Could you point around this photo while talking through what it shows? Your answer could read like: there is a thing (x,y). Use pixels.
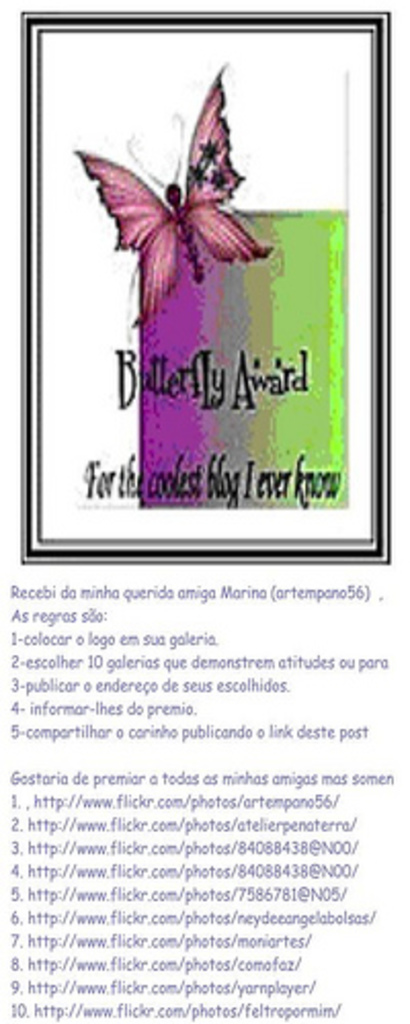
This image consists of a frame (150,15) along with text (178,593). In this frame (199,261), there is a butterfly (195,209). At the bottom (177,874), there is text (184,837).
